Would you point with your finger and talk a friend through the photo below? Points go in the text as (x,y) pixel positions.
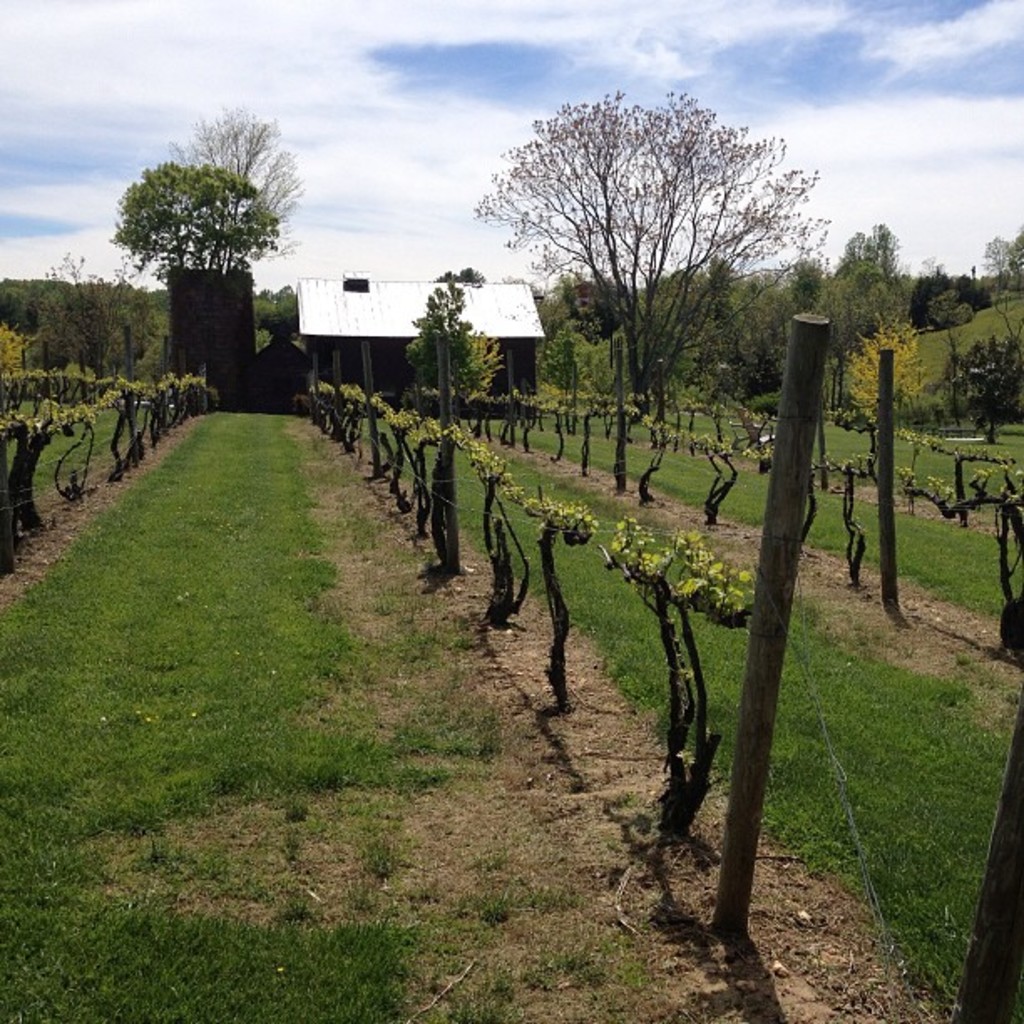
In this picture, I can see trees (676,279) and a house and few poles (887,513) and grass (346,492) on the ground (597,438) and a blue cloudy Sky (431,173).
